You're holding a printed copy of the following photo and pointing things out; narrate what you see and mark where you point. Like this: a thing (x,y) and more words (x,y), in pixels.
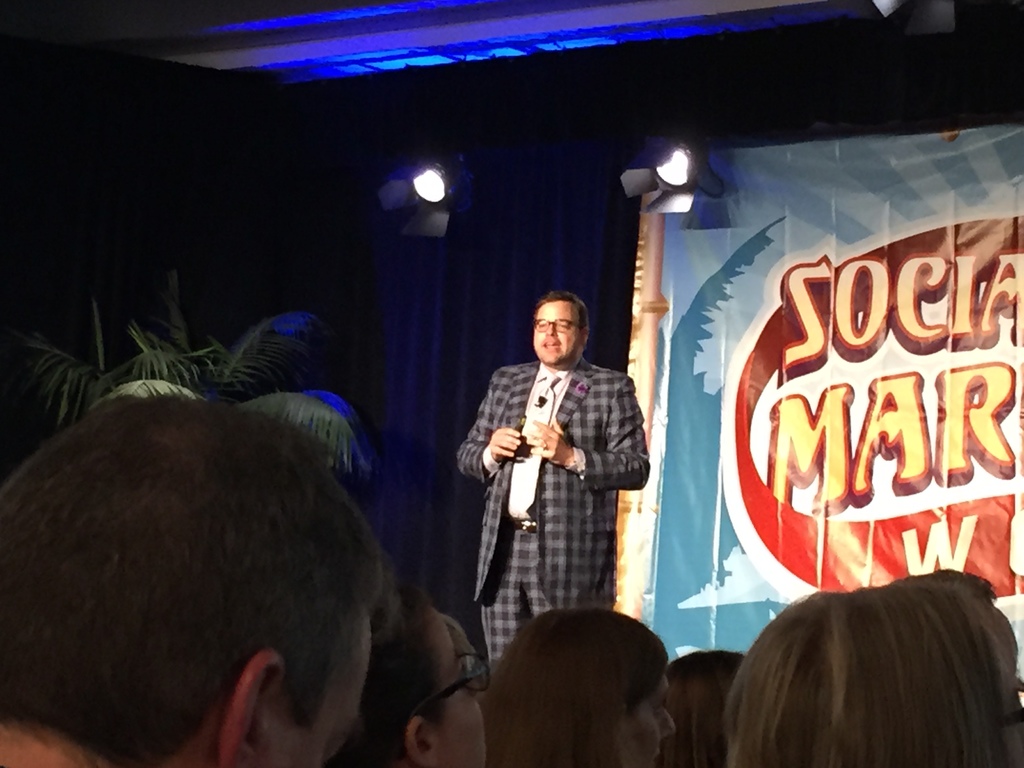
In this image, we can see a person (526,463) in a suit (617,457) is standing and talking. He is wearing glasses (548,320). Background (480,264) we can see curtain (531,311), banner (677,341), lights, plant (309,345). At the bottom of the image (440,751), we can see few human heads (368,683).
